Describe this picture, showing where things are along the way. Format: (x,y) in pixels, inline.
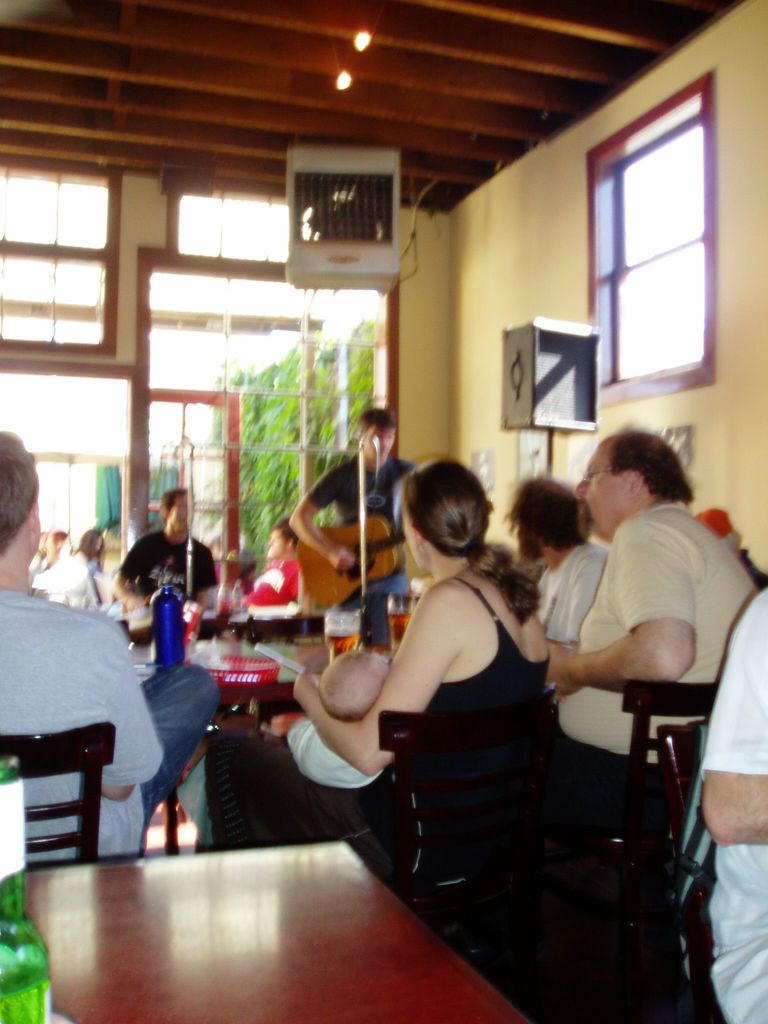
In this image we can see some persons (267,600), bottle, chairs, tables (335,977) and other objects (226,684). In the background of the image (281,378) there are glass windows (217,356), wall (491,372) and other objects (512,354). Behind the glass windows (302,347) there are trees (356,404) and the sky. At the top of the image (395,121) there is the ceiling (317,78) with lights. At the bottom of the image (284,960) there is a wooden surface (323,946) and floor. On the left side of the image (19,770) there is a bottle (17,992). On the right side of the image (748,710) it looks like a chair (698,816) and a person (748,710).
